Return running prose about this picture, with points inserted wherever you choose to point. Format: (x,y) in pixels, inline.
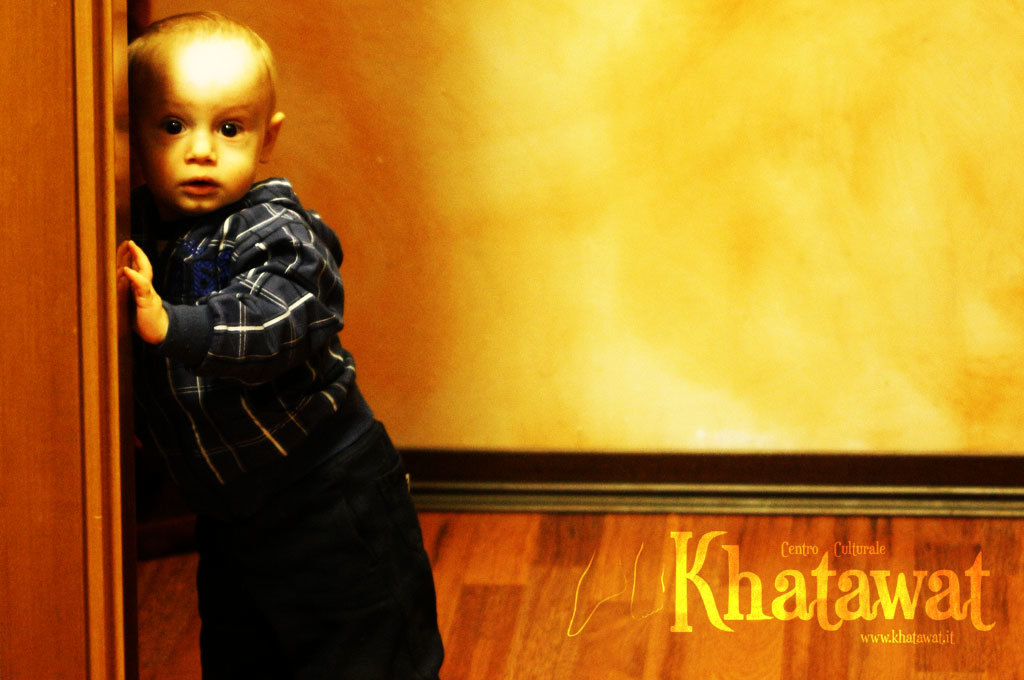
On the left (168,89) there is a kid (201,326) holding a wooden object (75,519). On the right (837,582) there is text (745,571). In the center of the picture (544,269) it is wall (695,336).
